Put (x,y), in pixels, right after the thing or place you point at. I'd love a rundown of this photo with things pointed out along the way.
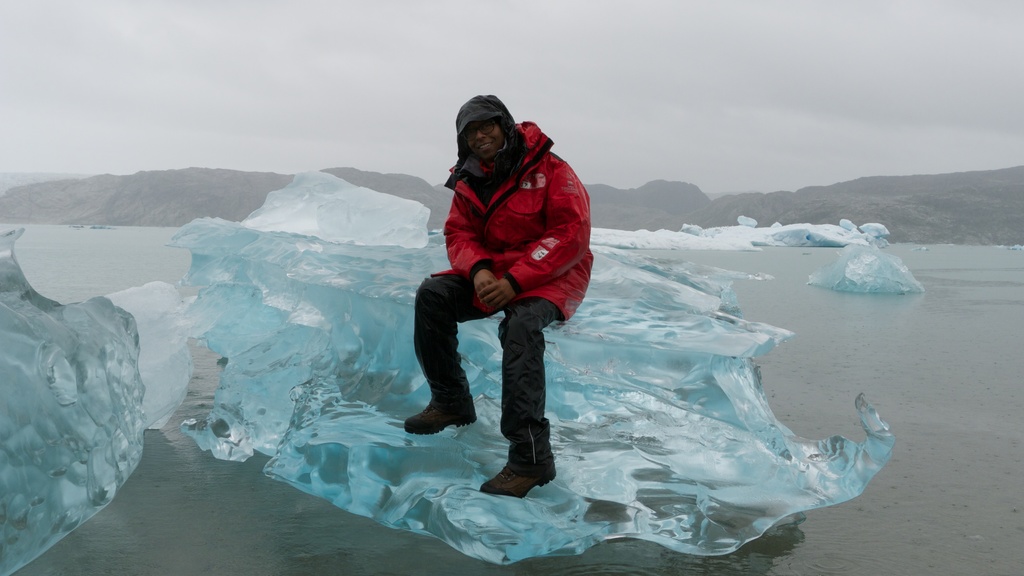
In this image we can see a man (535,323) sitting on an iceberg (358,387). In the background (73,196) we can see water (79,265), hills (159,191) and sky (447,105).
